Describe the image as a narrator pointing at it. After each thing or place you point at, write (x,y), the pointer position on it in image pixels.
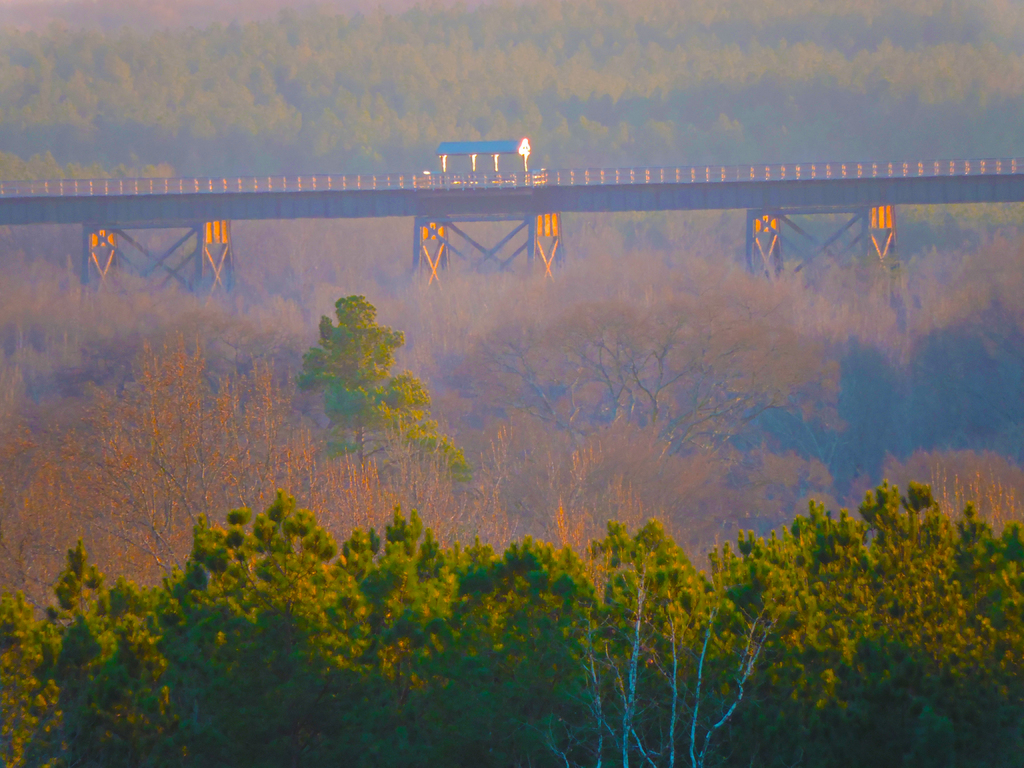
Here in this picture we can see trees (354,376) present all over there and in the middle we can see a bridge (931,173) present and we can also see a shed (501,169) over there.
